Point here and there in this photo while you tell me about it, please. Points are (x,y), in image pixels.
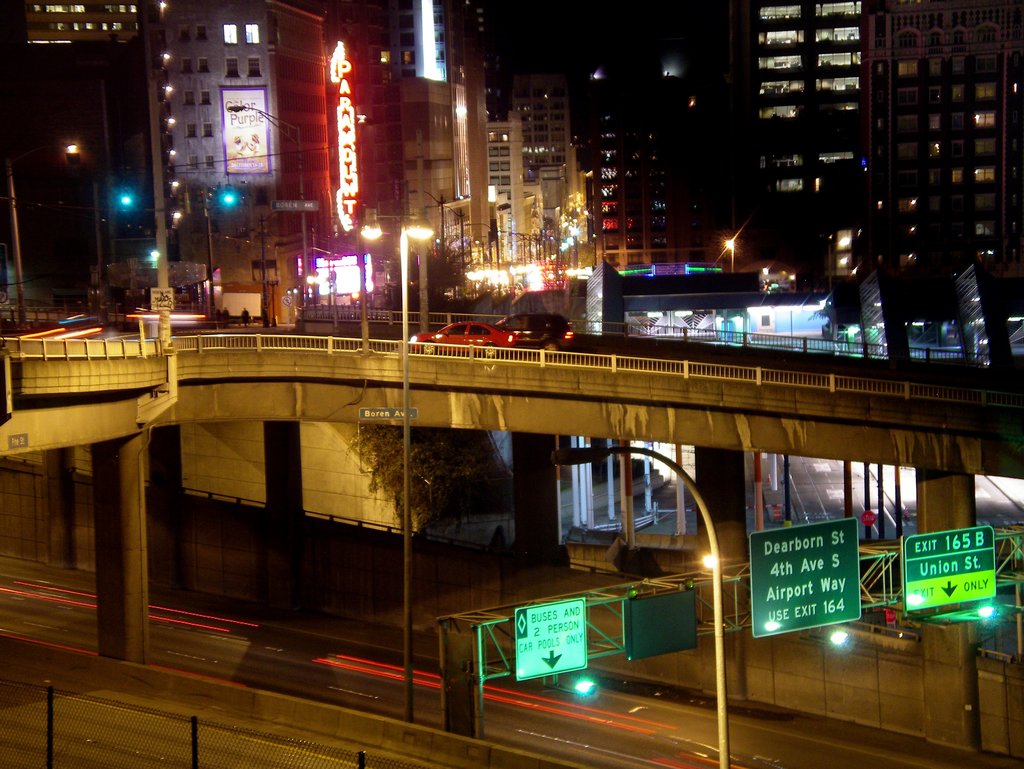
In this picture we can see a fence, road (248,664), name boards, electric poles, bridge (1023,403), on this bridge (1019,415) we can see vehicles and in the background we can see buildings (981,198), lights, poster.
